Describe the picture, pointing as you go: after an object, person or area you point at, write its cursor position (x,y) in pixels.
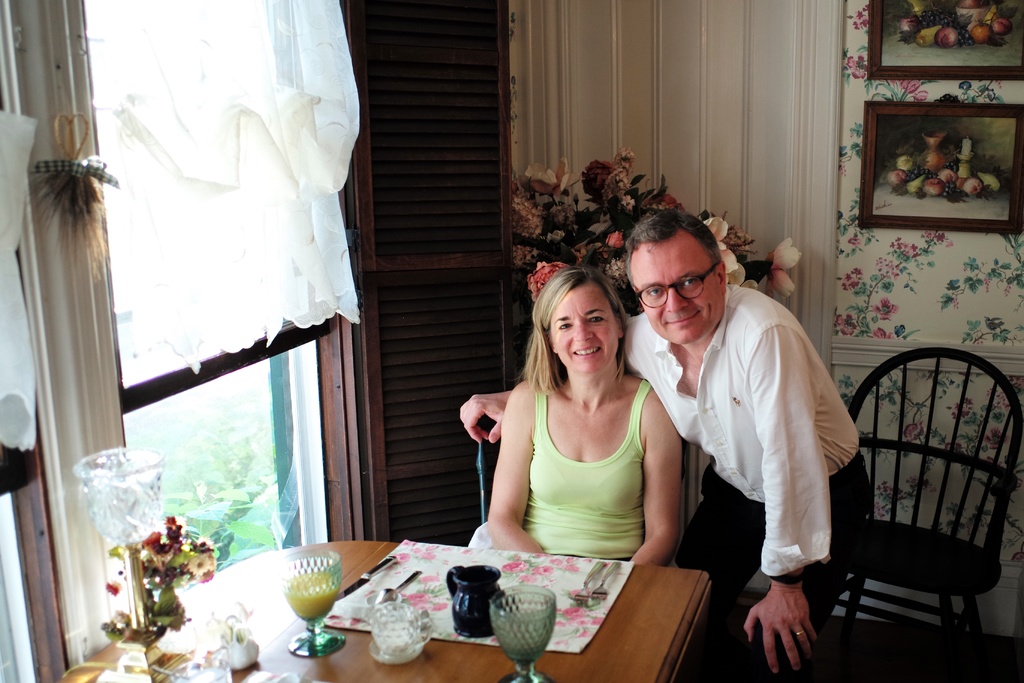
In this image I can see two people (852,499), windows (236,553), curtains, flower pots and few frames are attached to the wall (861,312). I can see few spoons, glasses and few objects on the table (470,659).
